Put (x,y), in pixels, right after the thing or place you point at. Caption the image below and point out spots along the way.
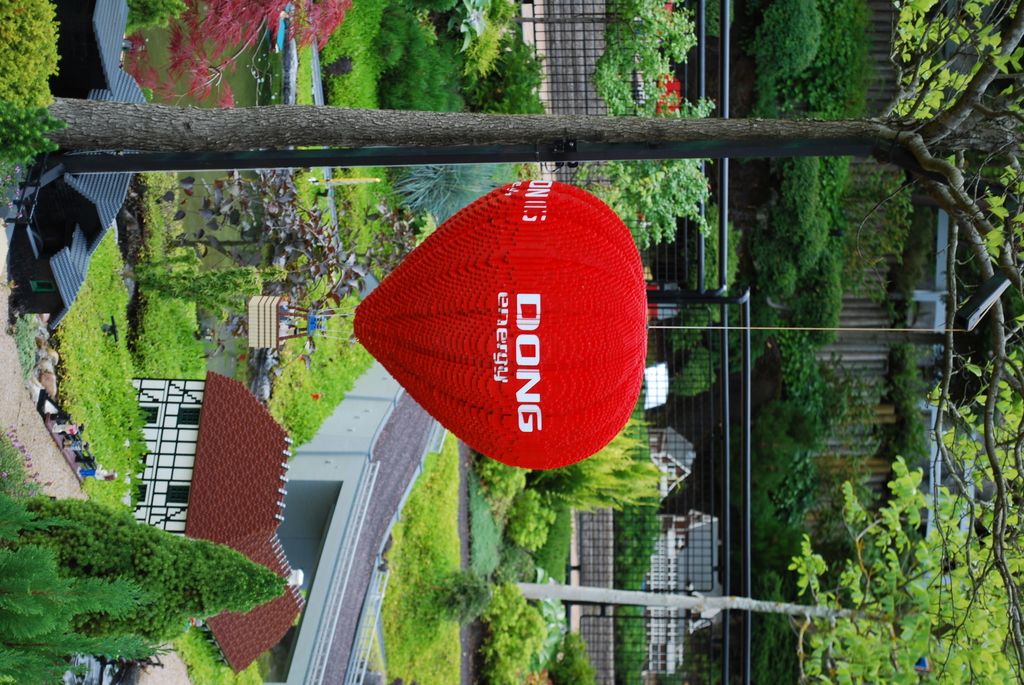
In this image there are toys (327,331), there is a tree (965,264) towards the right of the image (971,205), there are plants (608,476), there is grass (327,368), there are houses (655,560), there is a hot air balloon (425,332), there is text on the air balloon (493,289), there is a bridge (353,543) towards the bottom of the image (340,567), there are plants (399,29) towards the top of the image (445,28).
